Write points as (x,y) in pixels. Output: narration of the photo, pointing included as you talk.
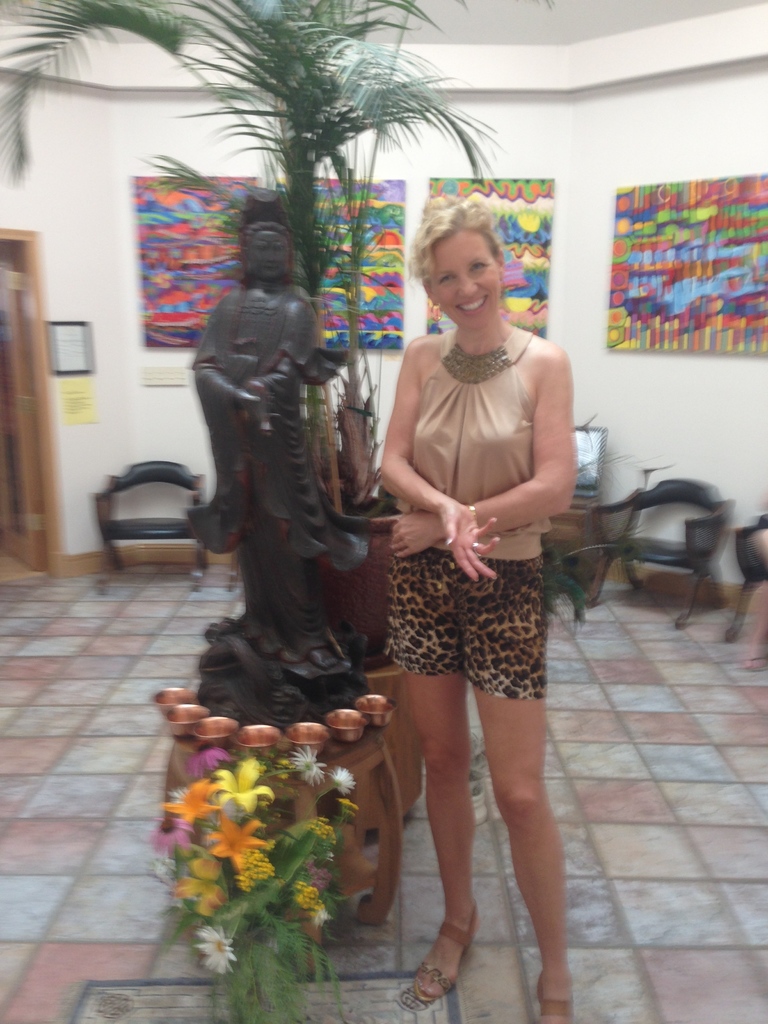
This picture is taken in a room (665,657) where woman (487,547) is standing and having a smile (474,304) on her face (487,312) on the left side (225,517) there is a statue (262,485) behind the statue (313,344) there is a plant (352,472) and in front (256,881) there is a flowers (249,898). In the background (327,319) there are sofas (164,524) and frame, paintings (691,273) attached to the wall (742,392).
